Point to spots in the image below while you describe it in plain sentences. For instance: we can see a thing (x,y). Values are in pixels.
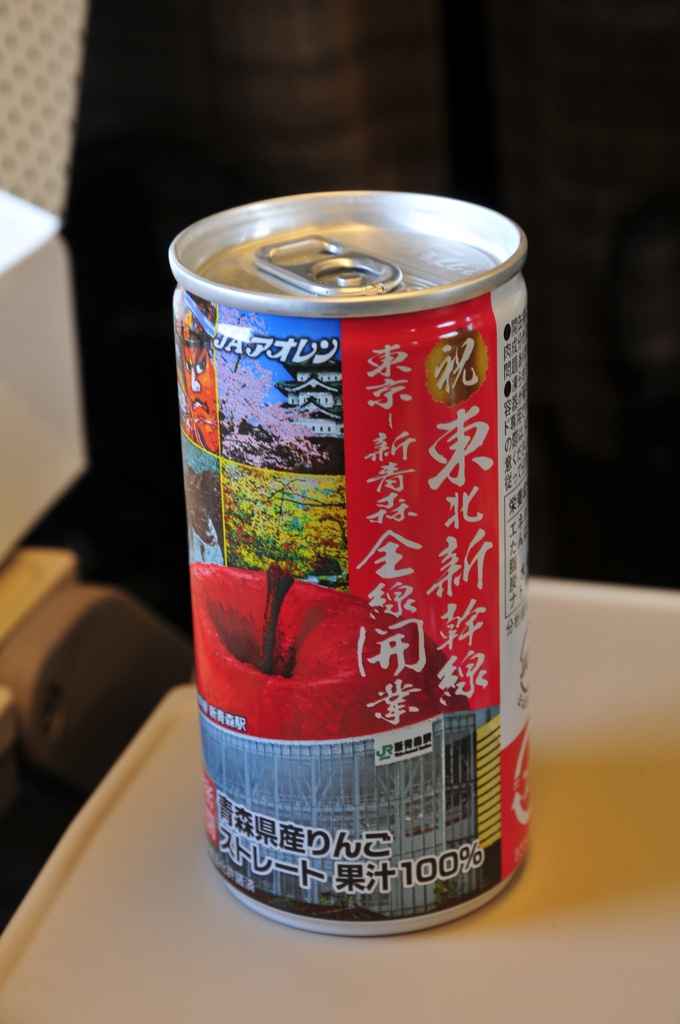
In this image there is a drink (372,730) on the table (208,852), beside that there is an object (9,517), which is not clear.
